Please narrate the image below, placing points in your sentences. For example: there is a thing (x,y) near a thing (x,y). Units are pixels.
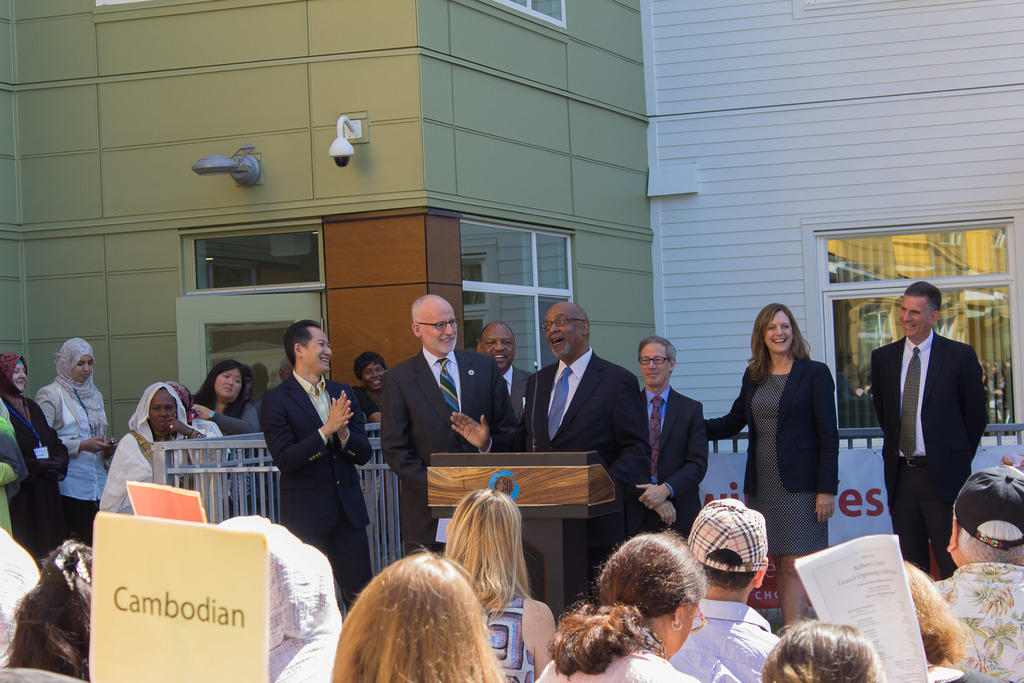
In this image, we can see some persons (371,383) in front of the building (584,162). There is a metal fence (211,451) and podium (552,506) at the bottom of the image (556,608). There is a placard (257,628) in the bottom left of the image (185,574).
